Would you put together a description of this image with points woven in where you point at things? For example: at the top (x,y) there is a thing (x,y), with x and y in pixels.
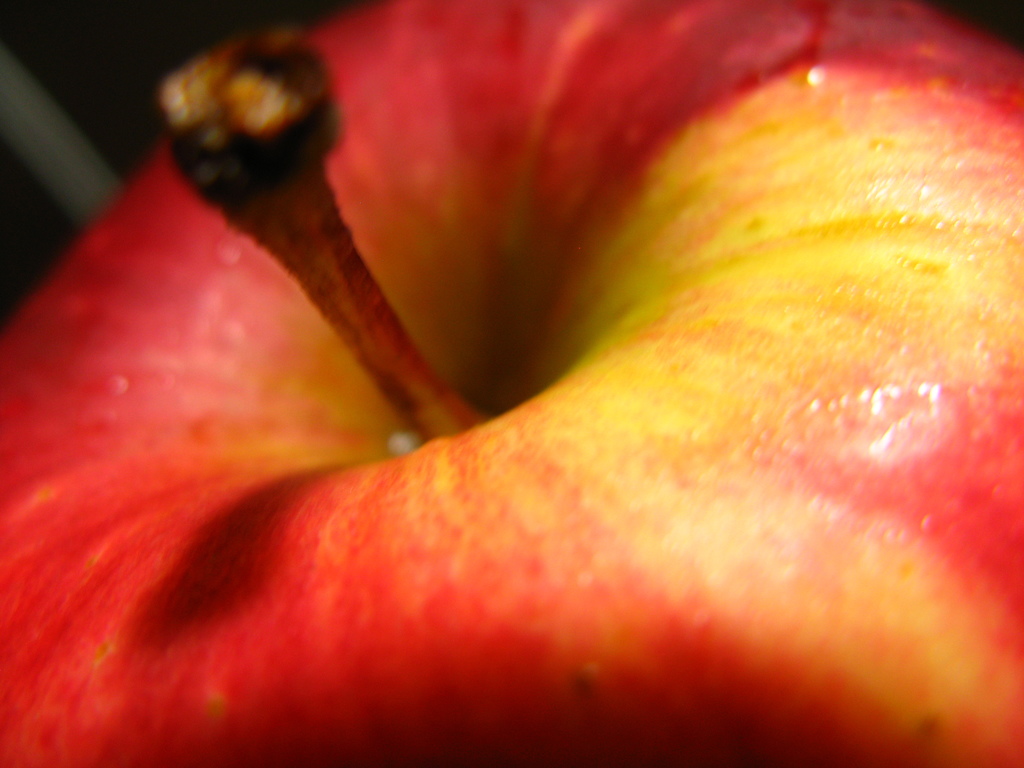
In the picture we can see an apple (774,602) which is red in color and some part (713,532) yellow in color.
